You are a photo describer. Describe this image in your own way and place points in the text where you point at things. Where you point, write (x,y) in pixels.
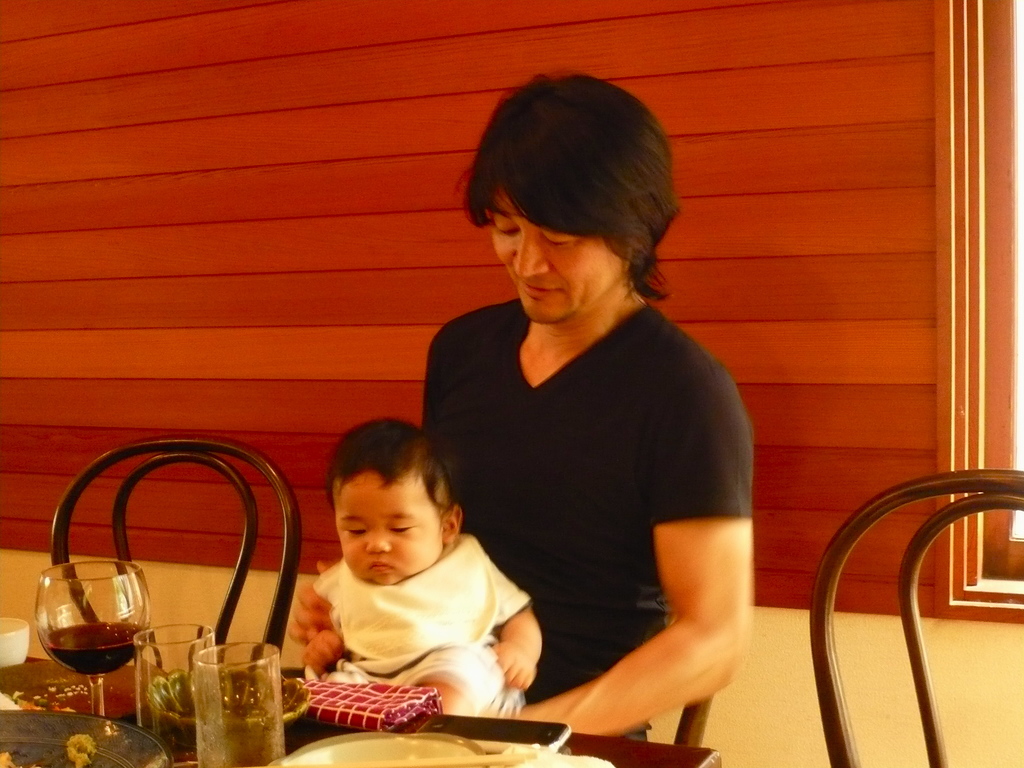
In this image I see a man (721,648) who is holding a baby (407,595) and he is sitting on a chair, I can also see there are two chairs (276,639) over here and I see a table (592,748) in front of him on which there are glasses (143,679), cloth (414,702), plates (410,748), and a phone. In the background (22,403) I see the wall (877,23).
